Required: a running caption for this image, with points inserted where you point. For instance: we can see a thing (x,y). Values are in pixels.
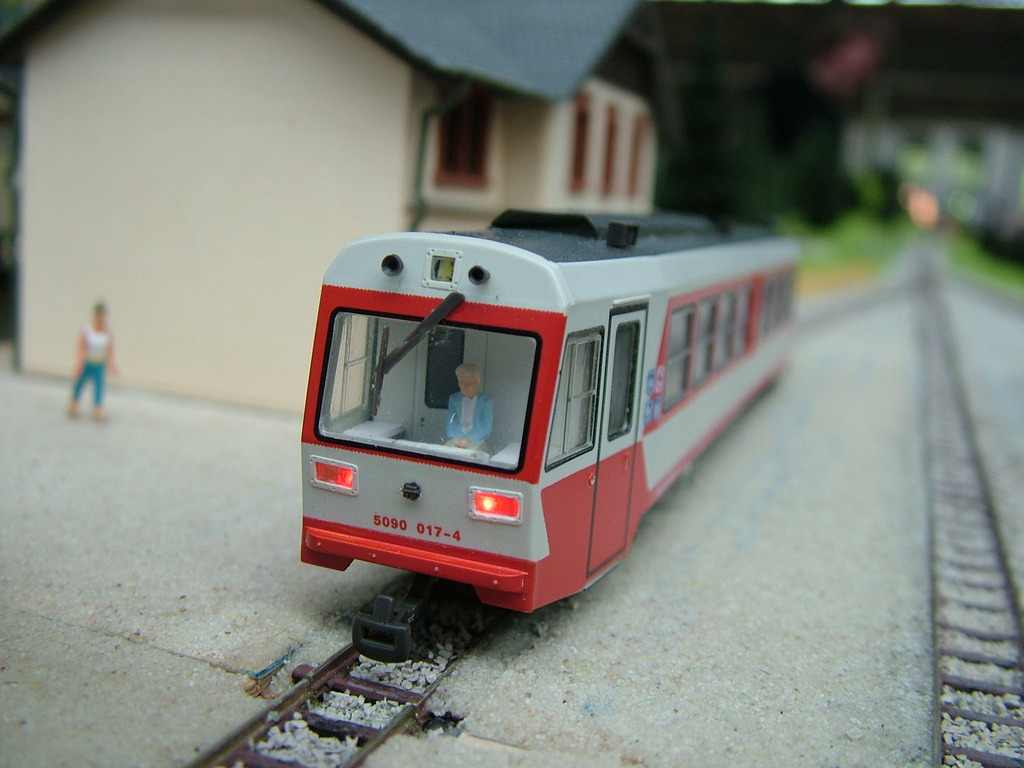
In this image I can see there is a toy train (649,427), on the left side (234,159) there is a house (448,170).
